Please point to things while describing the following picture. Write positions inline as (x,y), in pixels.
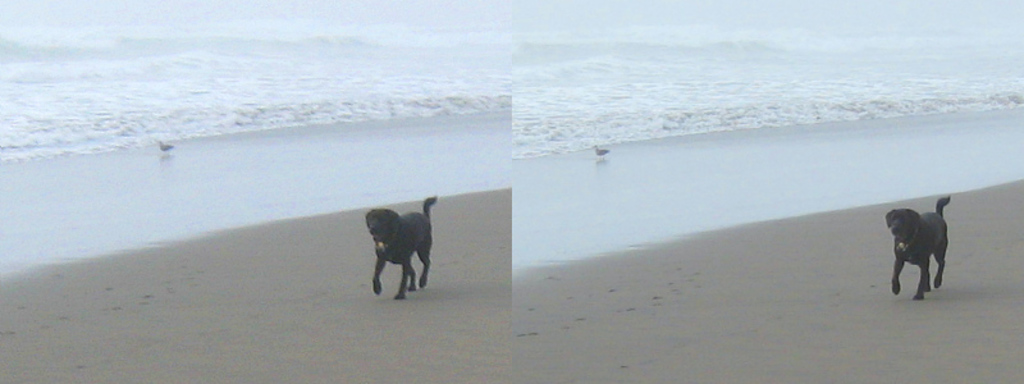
This picture is a collage picture. In this image there is a dog (422,241) running on the sand (88,333). At the back (258,107) there is water (289,91) and there is a bird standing at the water (168,184).
